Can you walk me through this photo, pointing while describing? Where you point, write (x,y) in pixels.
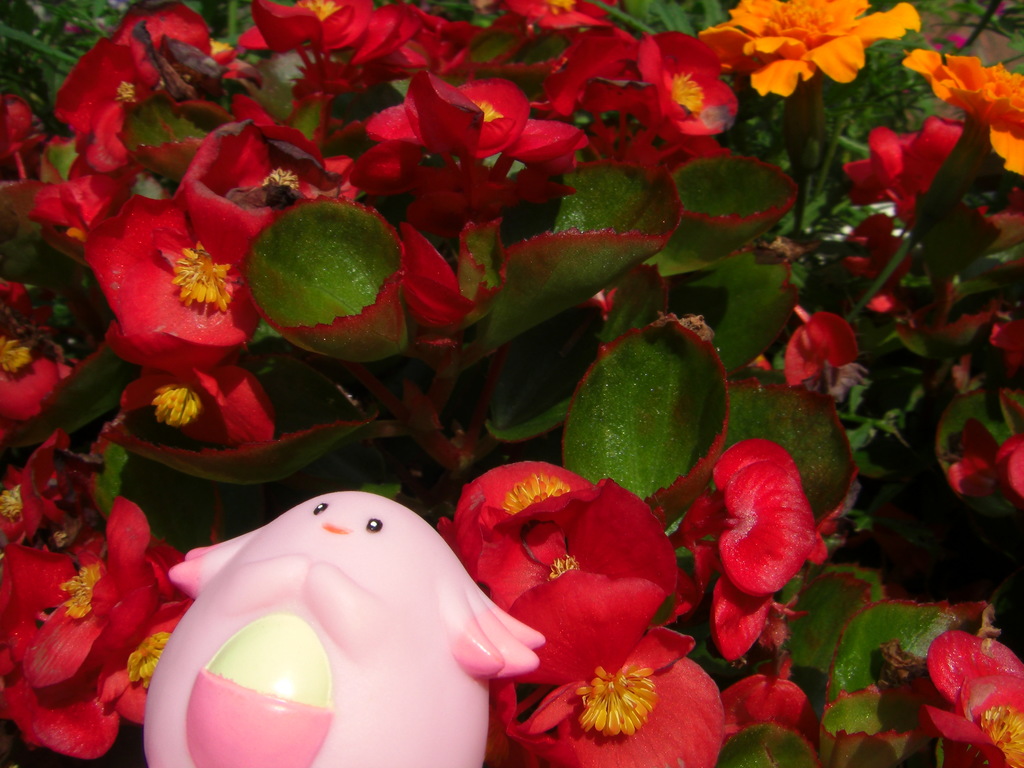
In this image I can see a toy (298,693) in pink and white color. Background (761,571) I can see flowers (612,526) in red color and leaves (588,423) in green color.
